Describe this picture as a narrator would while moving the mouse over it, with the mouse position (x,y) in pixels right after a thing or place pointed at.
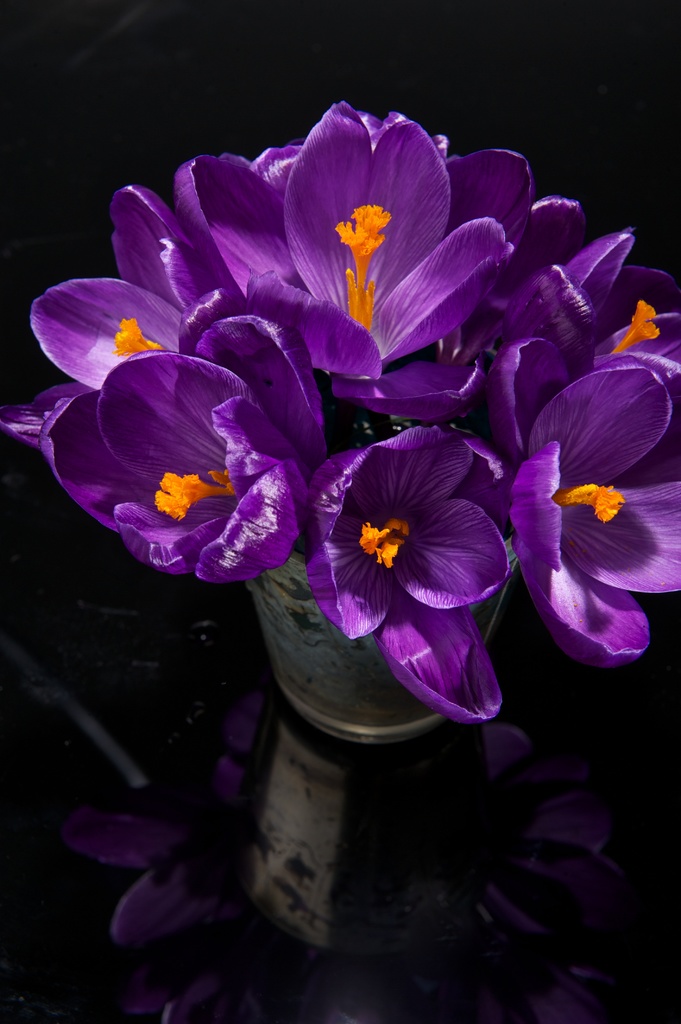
In the picture there are beautiful purple flowers (351,315) are kept in a flower vase (364,707).
